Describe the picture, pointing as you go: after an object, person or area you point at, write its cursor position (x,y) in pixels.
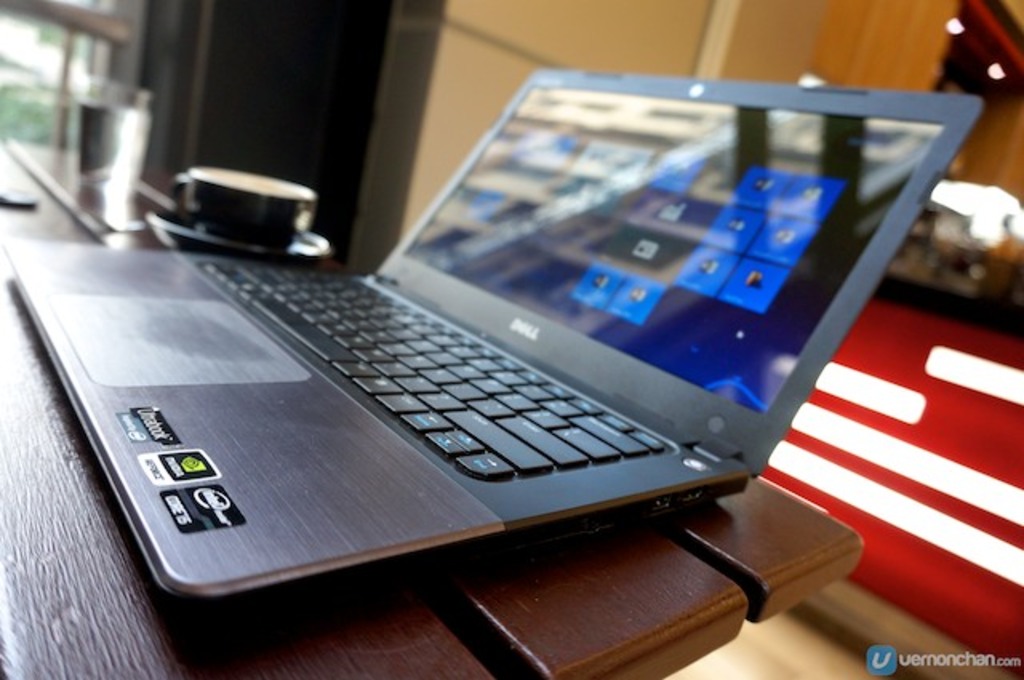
In the foreground (217,606) I can see a table (616,602), laptop (464,471), tea cup (252,227) and a text (887,648). In the background (250,121) I can see a wall (464,152), trees (25,86) and lights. This image is taken may be during a day.
